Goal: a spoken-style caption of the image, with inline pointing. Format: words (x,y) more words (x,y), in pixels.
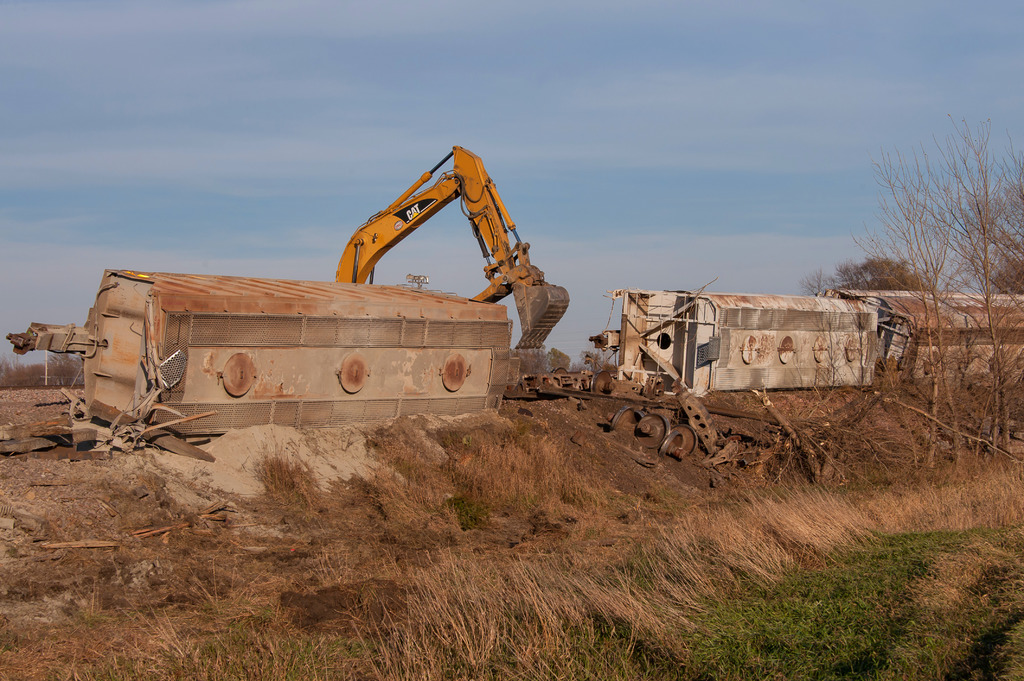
In this image there are train wagons (339,358) which are fallen on the ground (425,444) one after the other. There is a crane (378,235) in between them. At the top (320,47) there is the sky (294,86). At the bottom (524,566) there is grass (729,583). On the right side (975,319) there are dry sticks (959,393). On the ground (694,501) there are metal rods (704,416).
